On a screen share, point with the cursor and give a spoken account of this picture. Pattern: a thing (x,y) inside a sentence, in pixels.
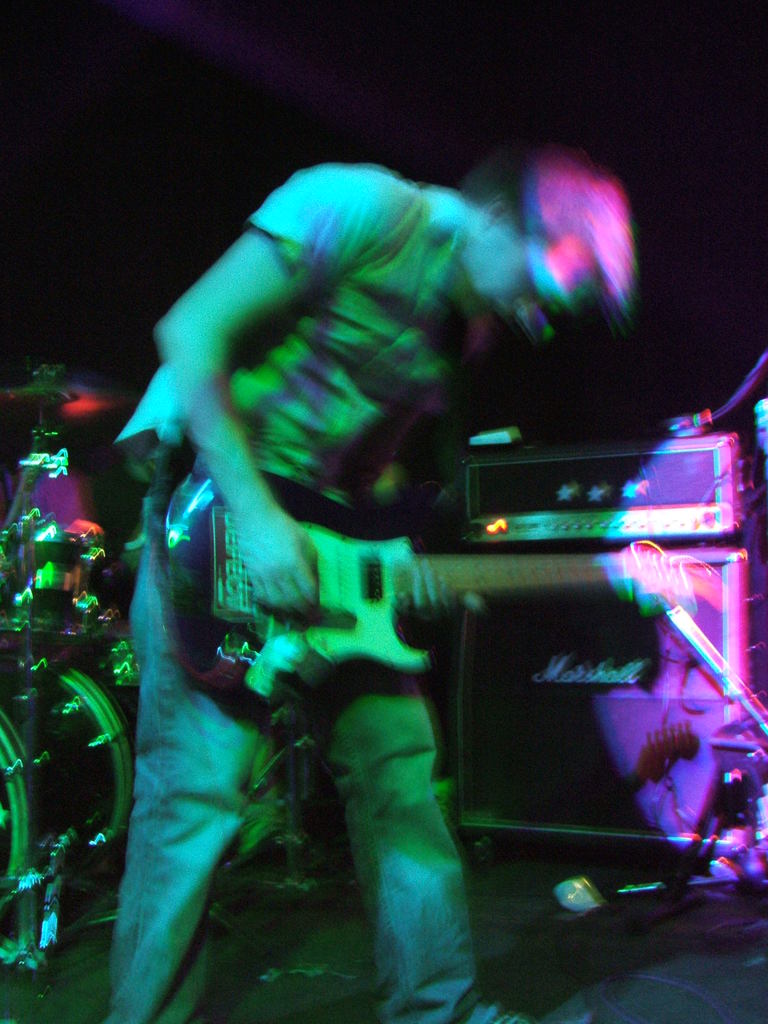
In this picture there is a man (314,367) playing a guitar (276,615). There are other musical instruments (9,614) at the background (48,634).
